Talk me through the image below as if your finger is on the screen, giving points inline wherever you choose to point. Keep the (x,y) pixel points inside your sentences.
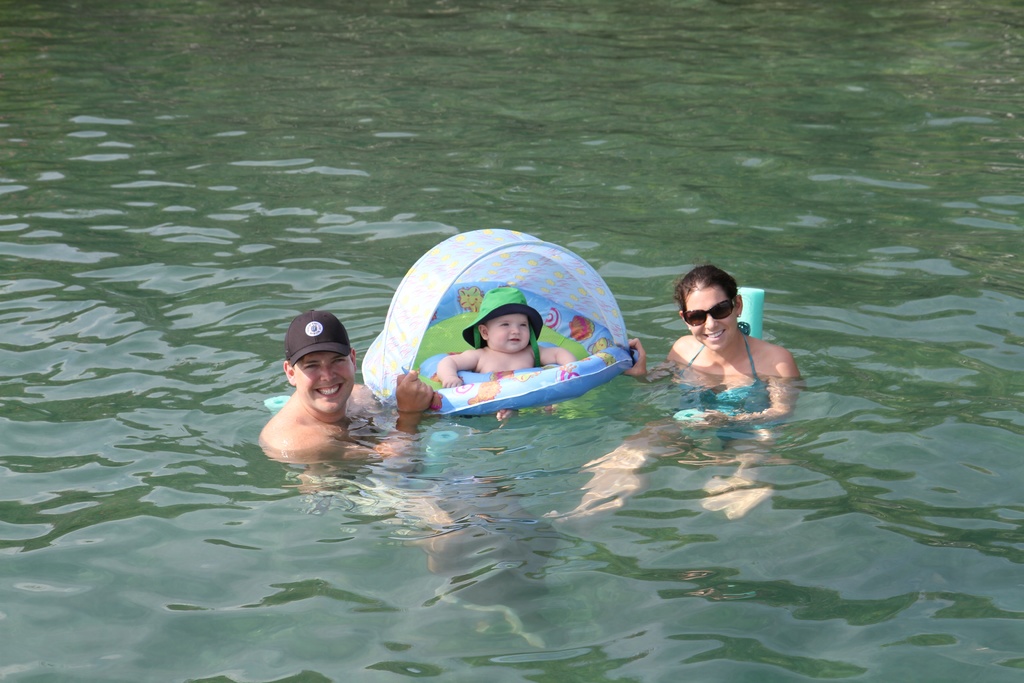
In this image we can see three persons (562,351) in the water (371,419) and a baby (484,348) is inside a swimming tube (430,376).
